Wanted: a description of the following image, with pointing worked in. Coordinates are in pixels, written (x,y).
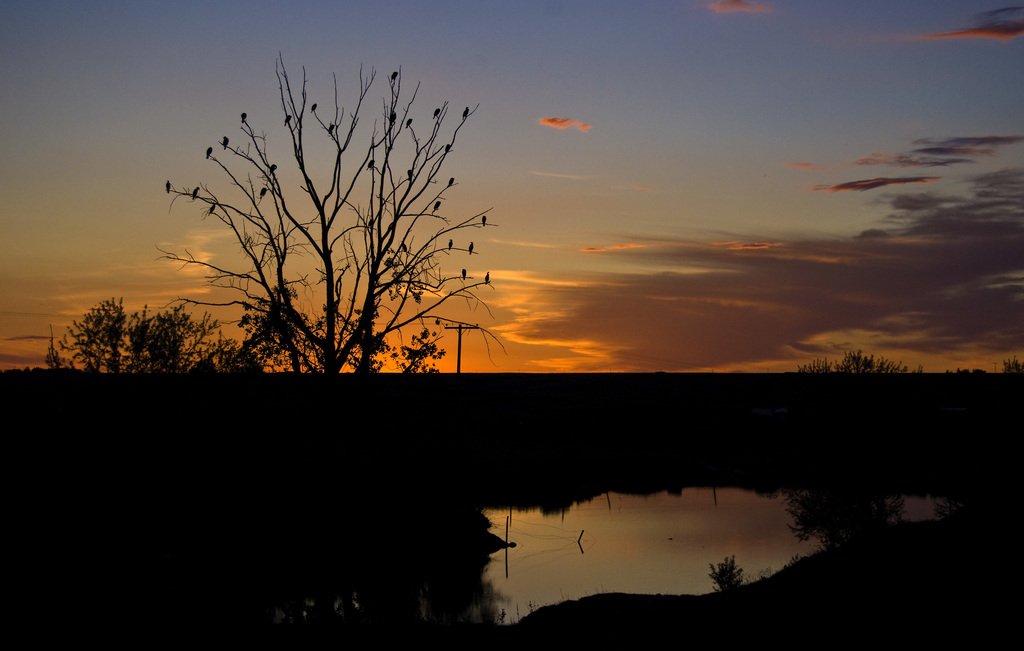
This picture shows trees (332,350) and we see water (667,589) and we see an electrical pole (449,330) and blue cloudy sky (708,122) and we see sunlight (127,295).
